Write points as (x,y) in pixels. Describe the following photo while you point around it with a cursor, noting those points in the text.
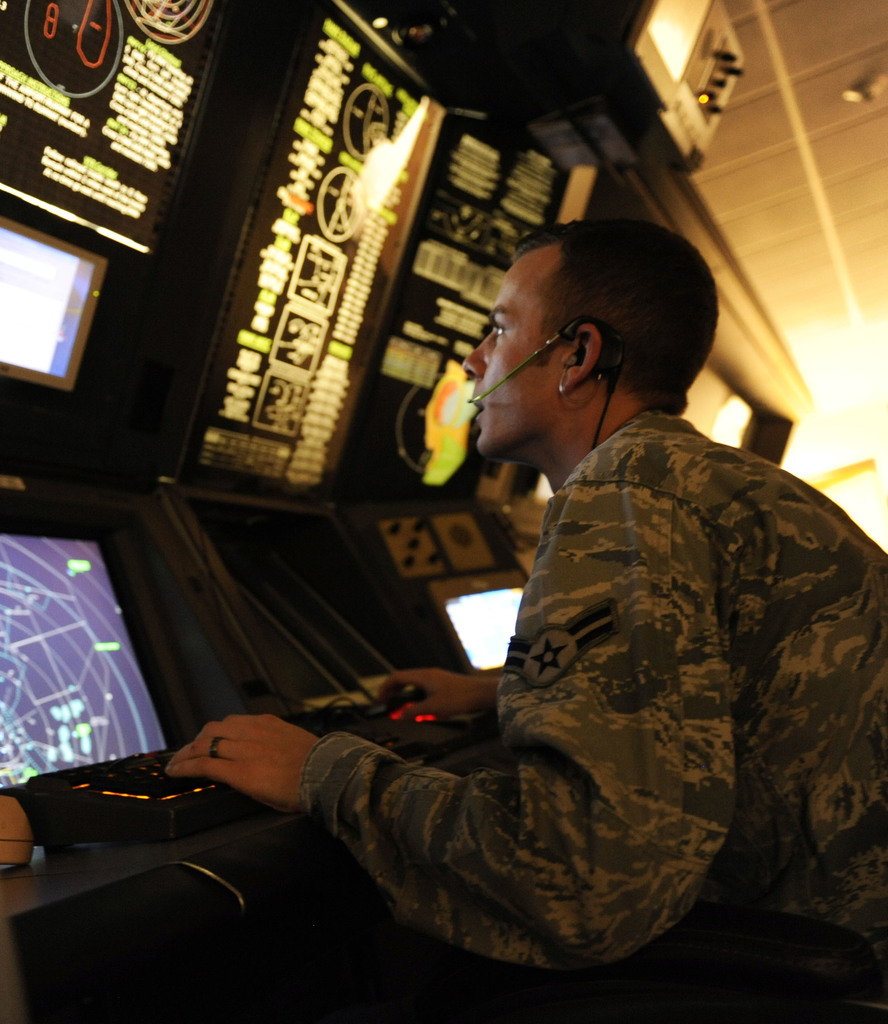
In this image I can see a person (669,666) wearing military uniform (638,688) and headsets (615,374) is sitting in front of a desk (221,841) and on the desk (218,830) I can see a keyboard (176,785) and few screens (176,125). In the background (778,153) I can see the ceiling (771,133), a light (836,435) and few other objects (676,48).
